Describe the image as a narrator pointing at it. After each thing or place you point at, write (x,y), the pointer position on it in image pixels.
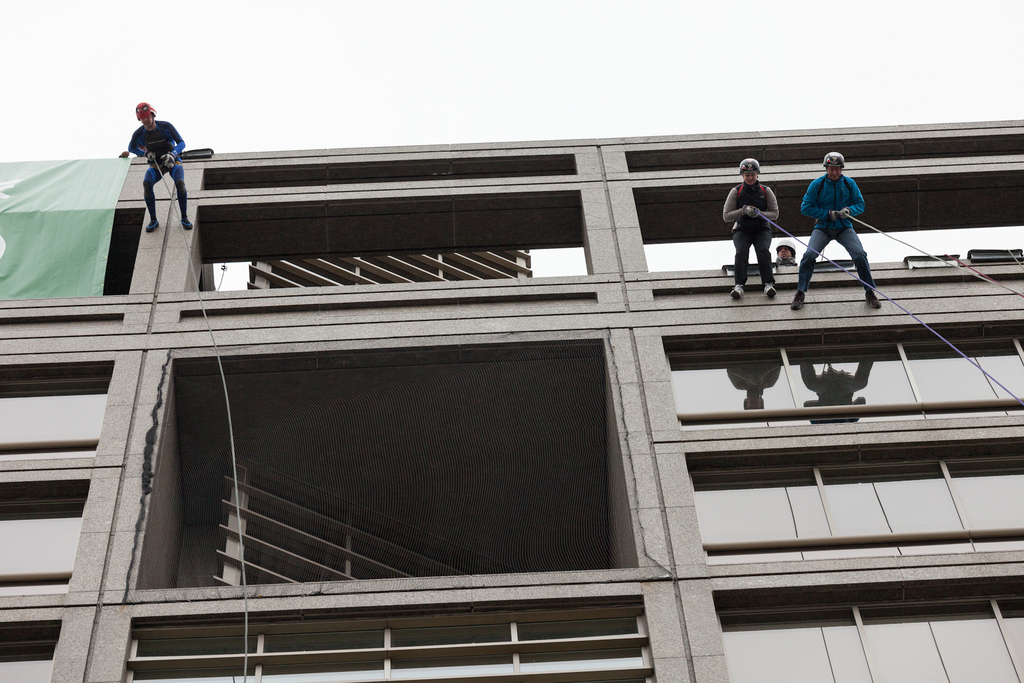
As we can see in the image, there is a building (157,429), a cloth (72,284) on building (199,161) and three persons (159,164) walking on building (928,290) with the help of rope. On the top (437,117) there is sky (319,87).
